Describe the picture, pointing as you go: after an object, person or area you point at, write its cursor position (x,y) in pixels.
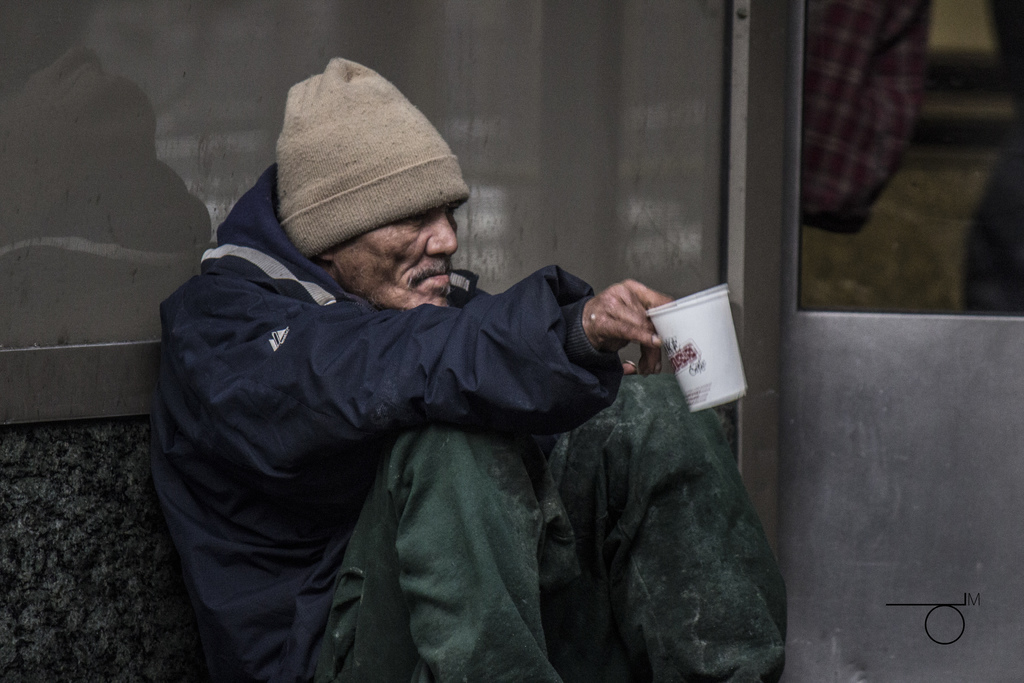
In this image, we can see a person (449,333) in front of the wall (73,444) holding a cup (723,337) with his hand (592,315). This person (310,435) is wearing clothes (209,418) and cap (342,190).
